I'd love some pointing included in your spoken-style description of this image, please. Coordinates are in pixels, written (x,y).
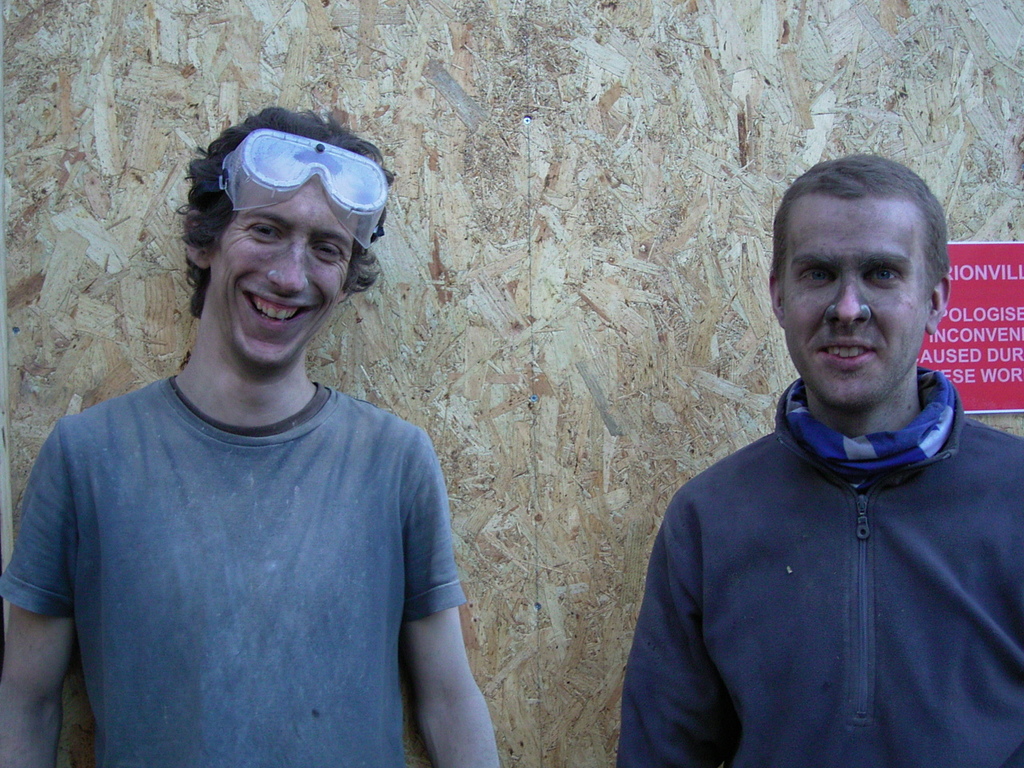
In this image I can see two people (218,538) with different color dresses (676,545). In the background (706,268) I can see the red color board (1006,375) to the wall (528,199).
